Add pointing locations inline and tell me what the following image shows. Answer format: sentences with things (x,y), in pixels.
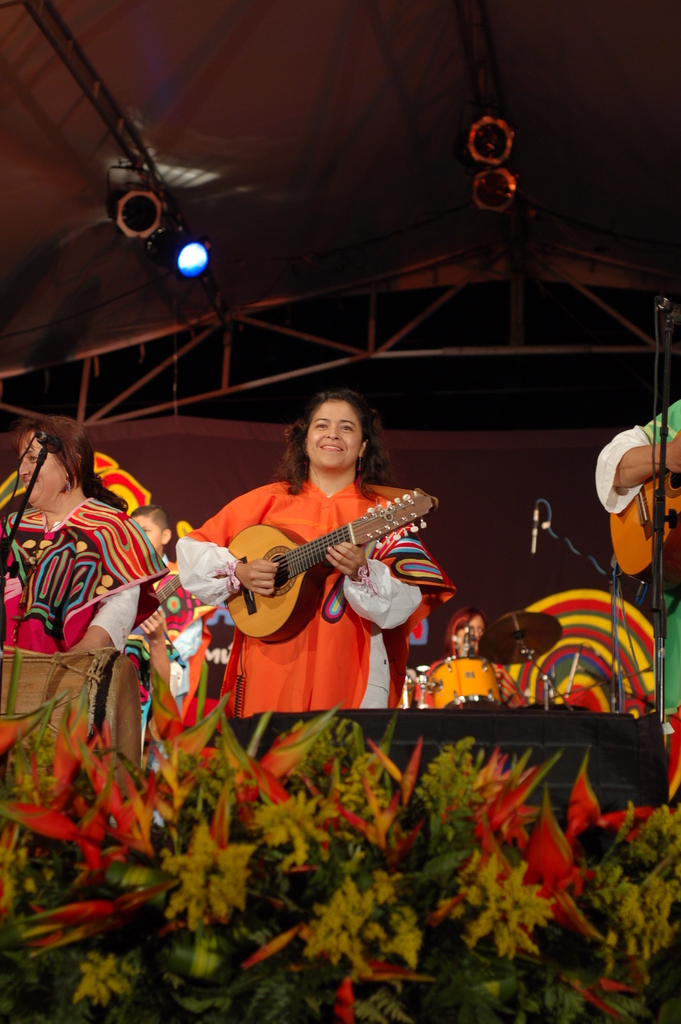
In this image there are some persons (16,617) playing musical instruments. There are standing on the middle of the image (378,424). In the center (295,523) there is a woman (283,521), she is wearing orange dress (319,503) and smiling. Towards the left (34,489) there is another women (128,523) wearing colorful dress (32,570). Towards the right (599,478) there is a person (619,444) holding a guitar (646,545). In front of them there are some flowers (97,773). In the background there are some lights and people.
